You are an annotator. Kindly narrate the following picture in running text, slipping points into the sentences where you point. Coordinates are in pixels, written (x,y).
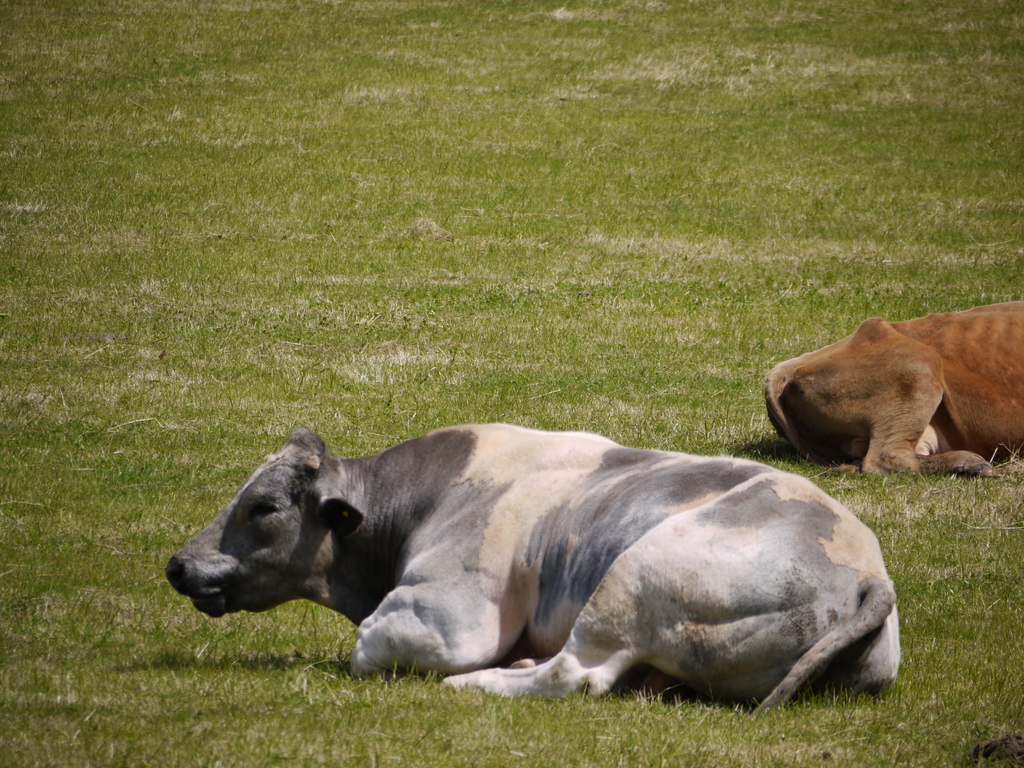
In the image, there is a cow (474,465) and another animal (809,363) laying on the ground (302,276).
